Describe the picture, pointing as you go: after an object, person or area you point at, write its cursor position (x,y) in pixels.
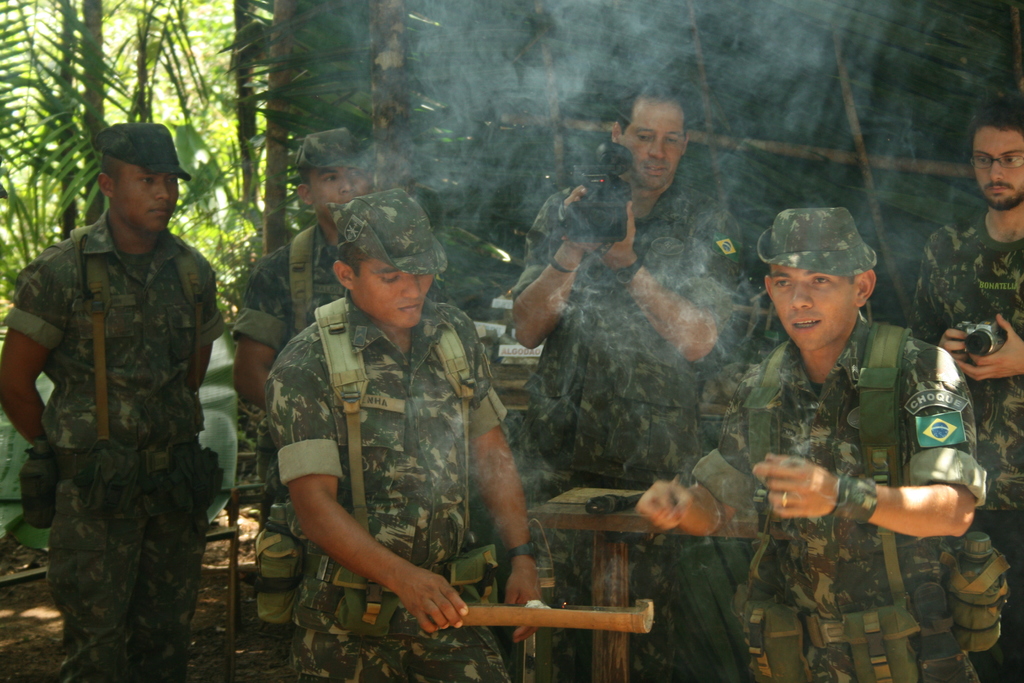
In this picture we can see some people (450,389) standing here, these two people (640,202) are holding cameras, there is a tree (121,112) at the left top of the picture (74,78), we can see some wood (593,624) here.
